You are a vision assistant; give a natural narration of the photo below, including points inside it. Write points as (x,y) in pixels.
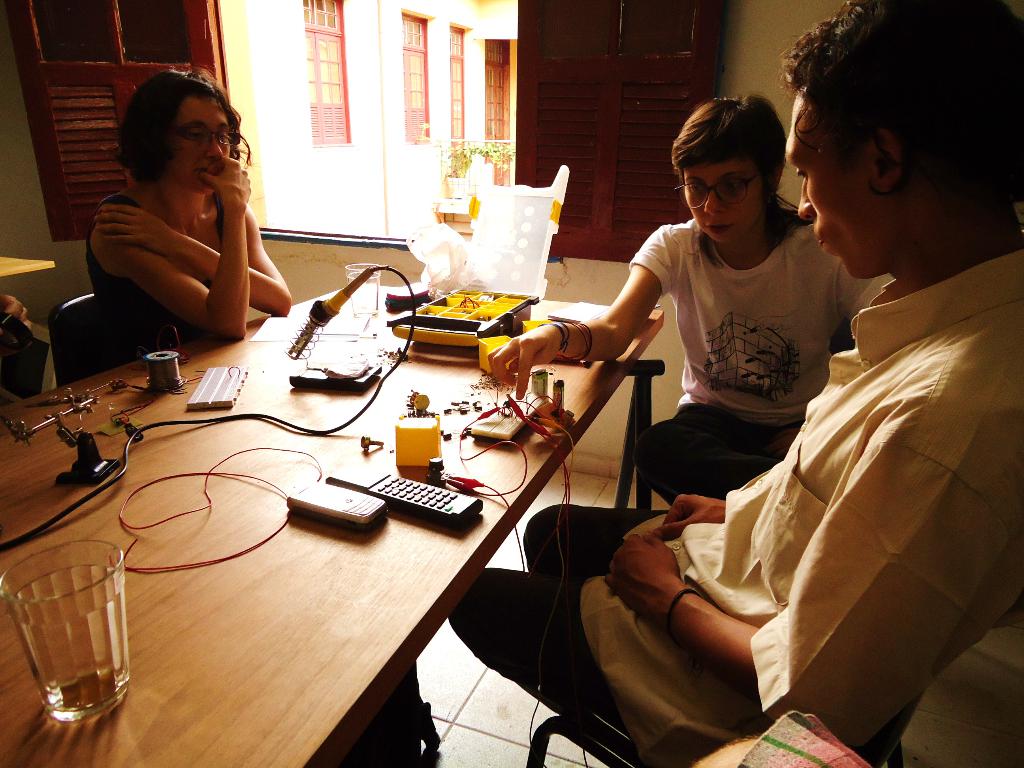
On the background (399,96) we can see building (357,84) with windows (340,90). Here we can see three persons (689,269) sitting on chairs (85,353) in front of a table (455,536). These both persons (747,301) wore spectacles (719,192) and on the table (291,593) we can see mobile (344,520), glass (86,561), wire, remote (472,515) and an equipment (507,407). This is a floor (444,711).
